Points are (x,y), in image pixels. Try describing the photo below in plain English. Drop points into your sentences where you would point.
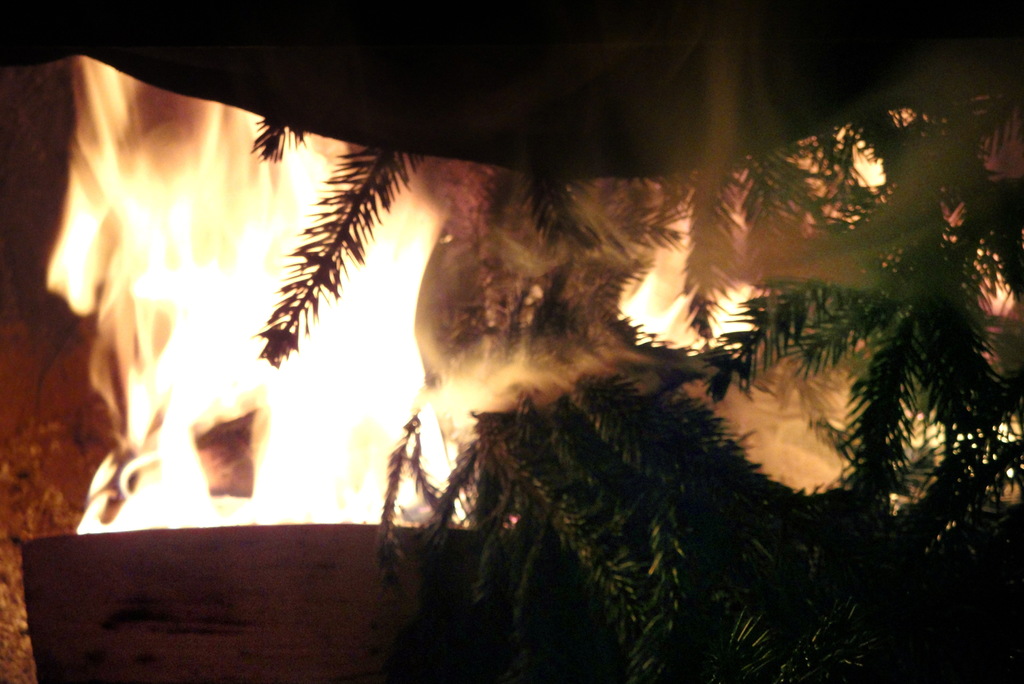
In this image we can see a group of trees (365,204) and fire (662,333).
